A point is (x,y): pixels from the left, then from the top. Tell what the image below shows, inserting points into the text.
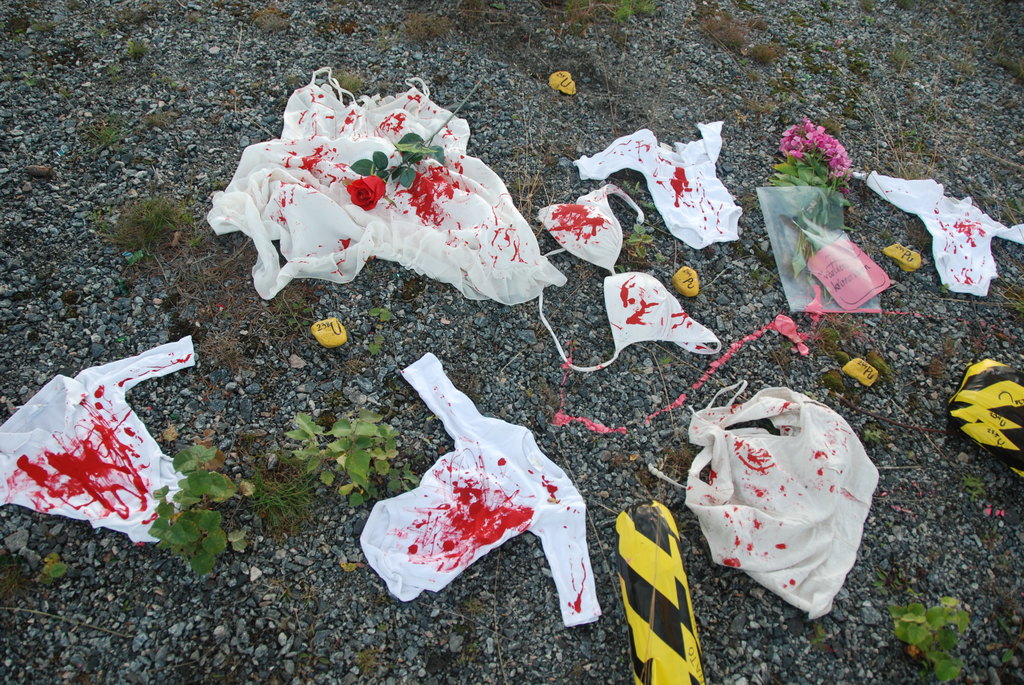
On the ground (158,249) there are plants (158,249) and stones (529,586). Also there are clothes (442,392) with colors. On the cloth (428,207) there is a rose flower (393,167) with stem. Also there is a packet (796,236) with flowers (804,230).
